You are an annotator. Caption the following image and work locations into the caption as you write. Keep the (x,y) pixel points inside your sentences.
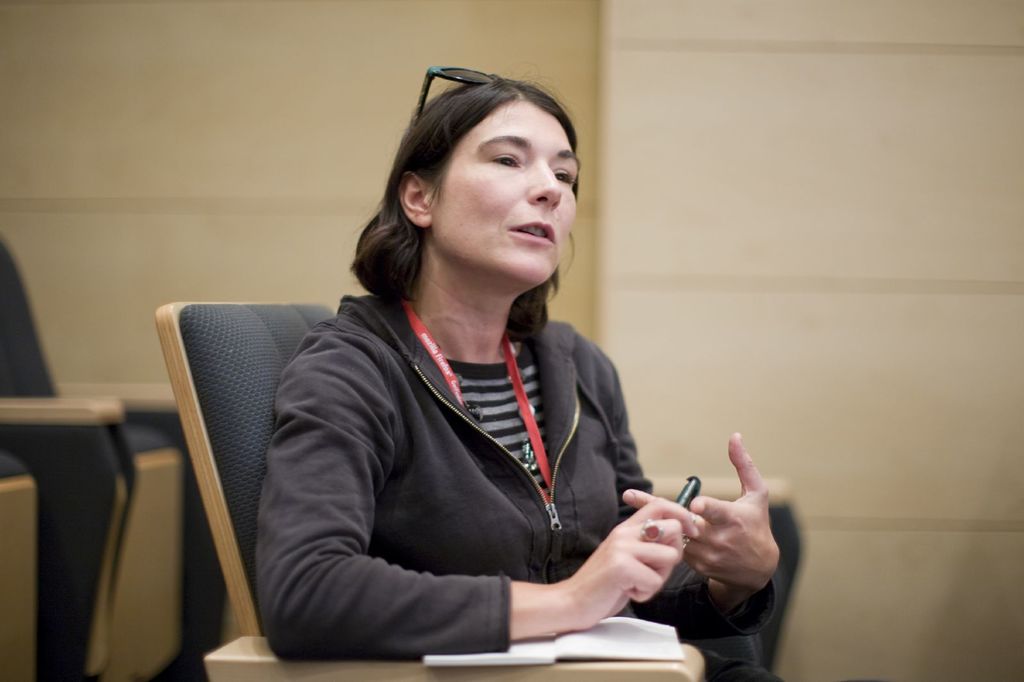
This is a picture taken in a room (362,452), The woman (362,452) in black jacket (398,480) was sitting on a chair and holding a pen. Under the hand (574,622) there is a book (552,650). Behind the woman (502,343) is a wall (196,200).
